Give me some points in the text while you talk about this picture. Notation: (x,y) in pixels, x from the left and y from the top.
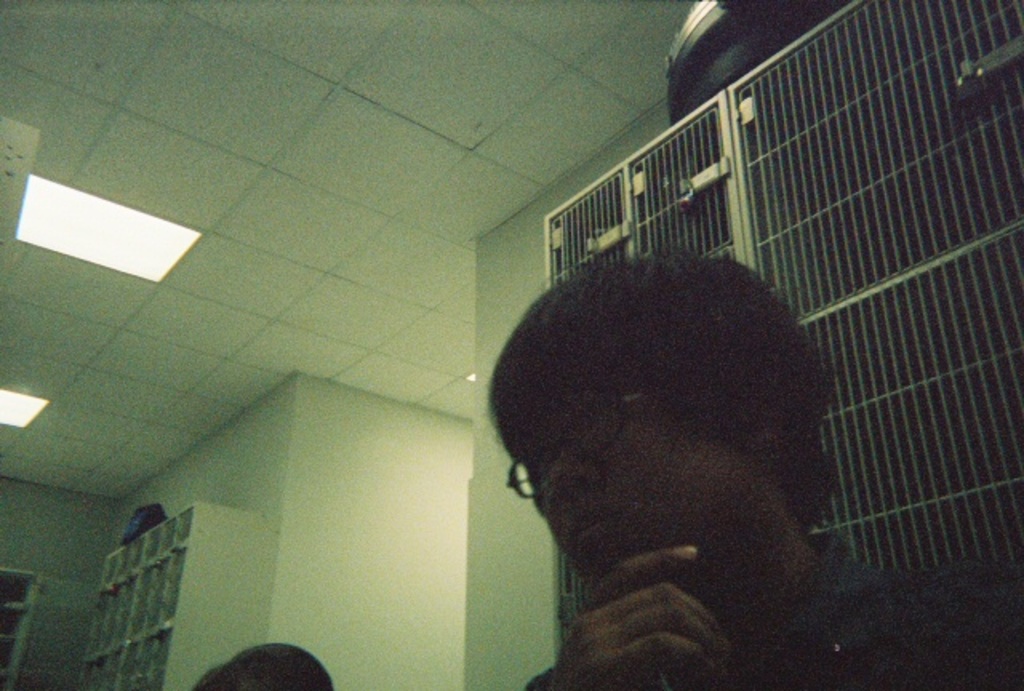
There are two persons (630,521) at the bottom of this image (288,659), and there is a wall (501,618) in the background (424,553). There are some lights (119,224) attached to the roof (156,188).
